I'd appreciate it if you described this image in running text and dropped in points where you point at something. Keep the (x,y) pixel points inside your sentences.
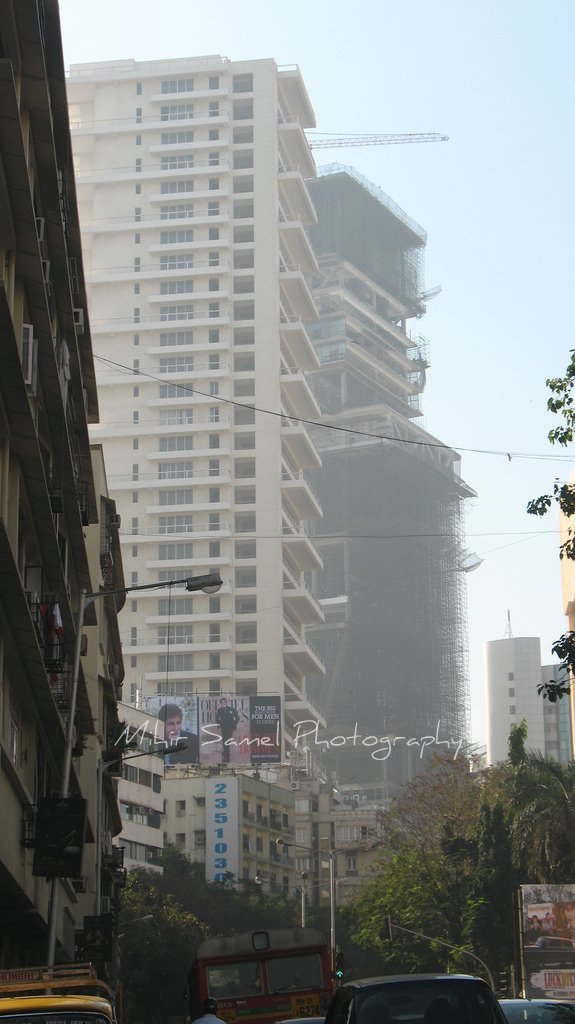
In this picture we can see some buildings (278,338) beside the road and few vehicles (269,972) are moving on the road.
